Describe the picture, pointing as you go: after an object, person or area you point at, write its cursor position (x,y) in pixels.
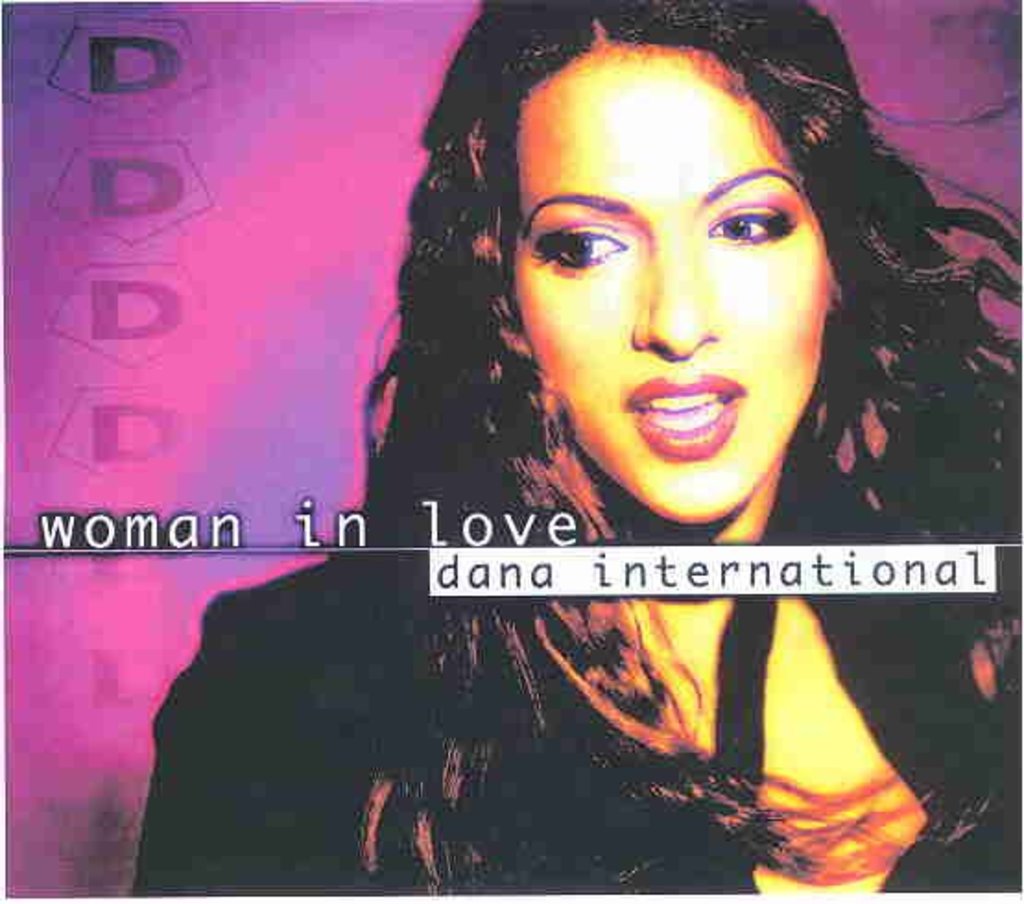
In this image we can see an edited picture in which we can see a woman (705,383) and some text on it.
